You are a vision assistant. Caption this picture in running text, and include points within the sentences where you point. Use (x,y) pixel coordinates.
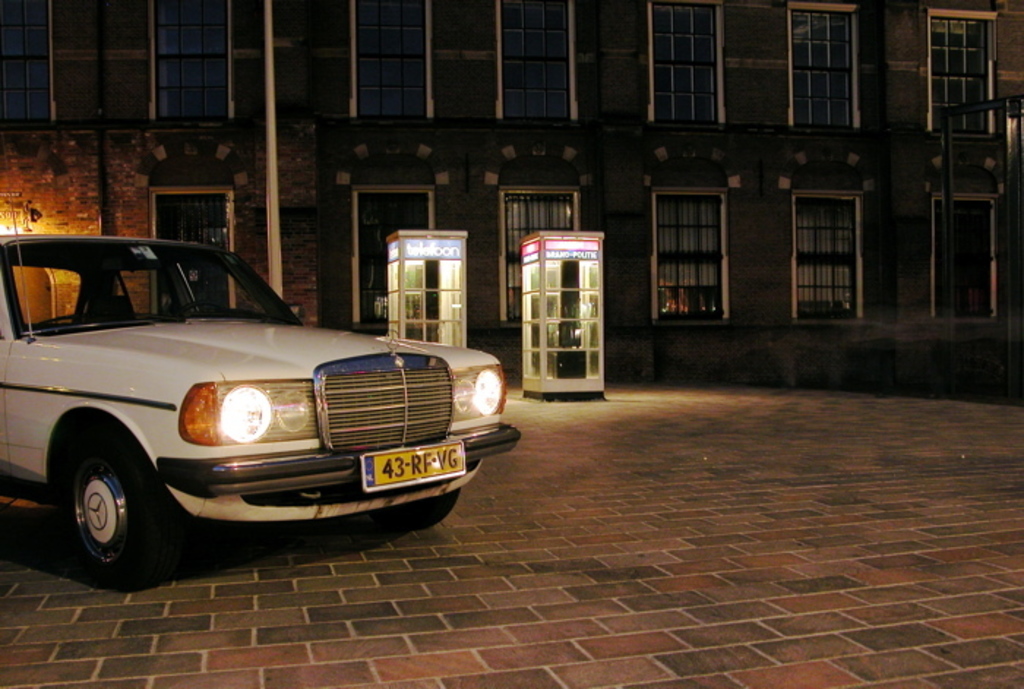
This is an image clicked in the dark. On the left side (117,432) there is a car (191,506) on the road (329,645). In the background (418,300), I can see two cabins (559,298) and a building (494,129).
